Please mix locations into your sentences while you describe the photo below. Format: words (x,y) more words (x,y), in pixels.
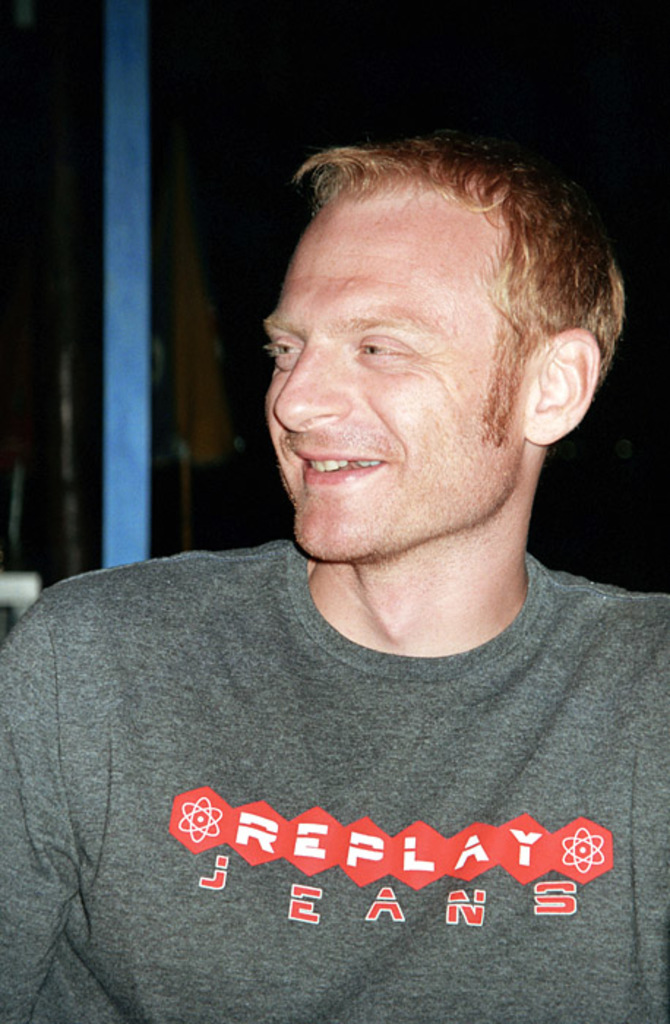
In this image we can see a person (298,569) smiling and also we can see a pole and a flag (204,268), also we can see the background (514,89) is dark.
